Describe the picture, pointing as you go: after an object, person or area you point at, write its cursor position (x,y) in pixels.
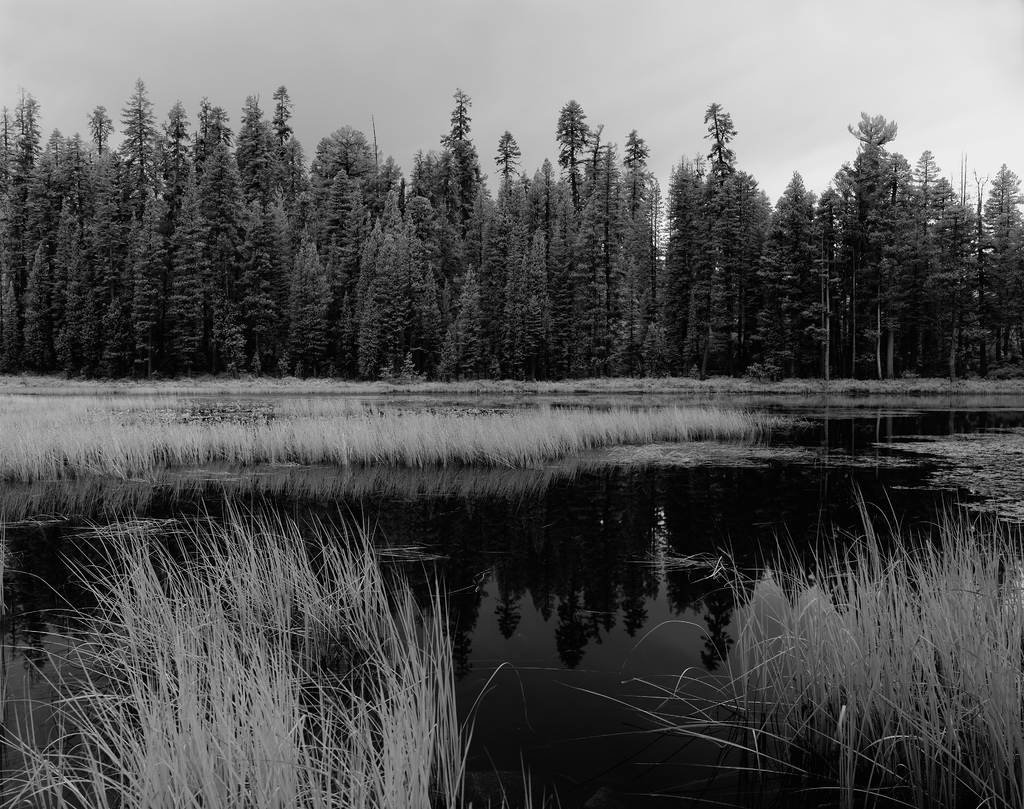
In this picture I can see there is a lake (506,533) and there is some grass (305,755) here in the lake (639,549) and there are some trees (220,247) in the backdrop (12,233). The sky (542,126) is cloudy.
